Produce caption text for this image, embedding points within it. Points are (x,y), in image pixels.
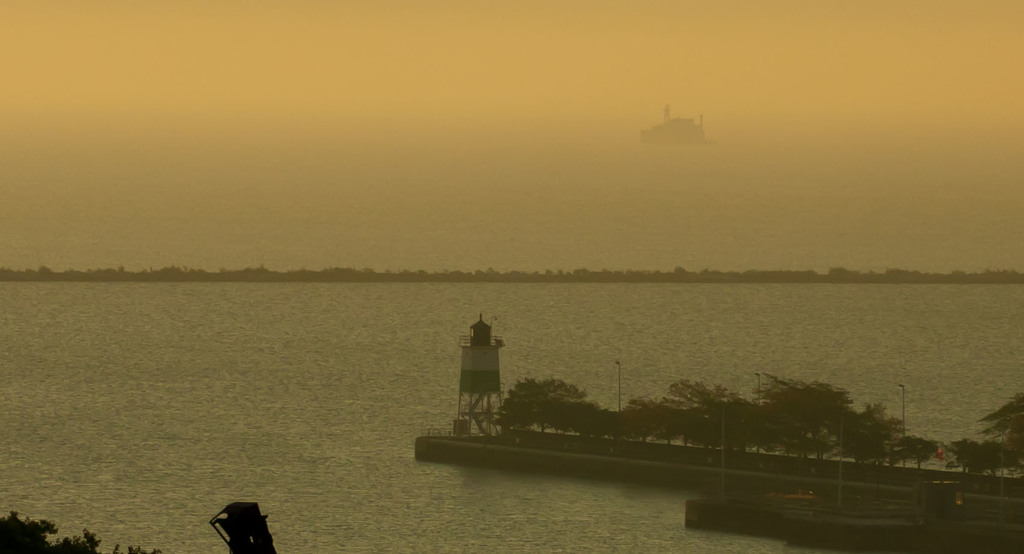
In this picture we can find water (356,422) and a tower (476,369), and also we can see few trees (774,431) and poles (1002,451).
